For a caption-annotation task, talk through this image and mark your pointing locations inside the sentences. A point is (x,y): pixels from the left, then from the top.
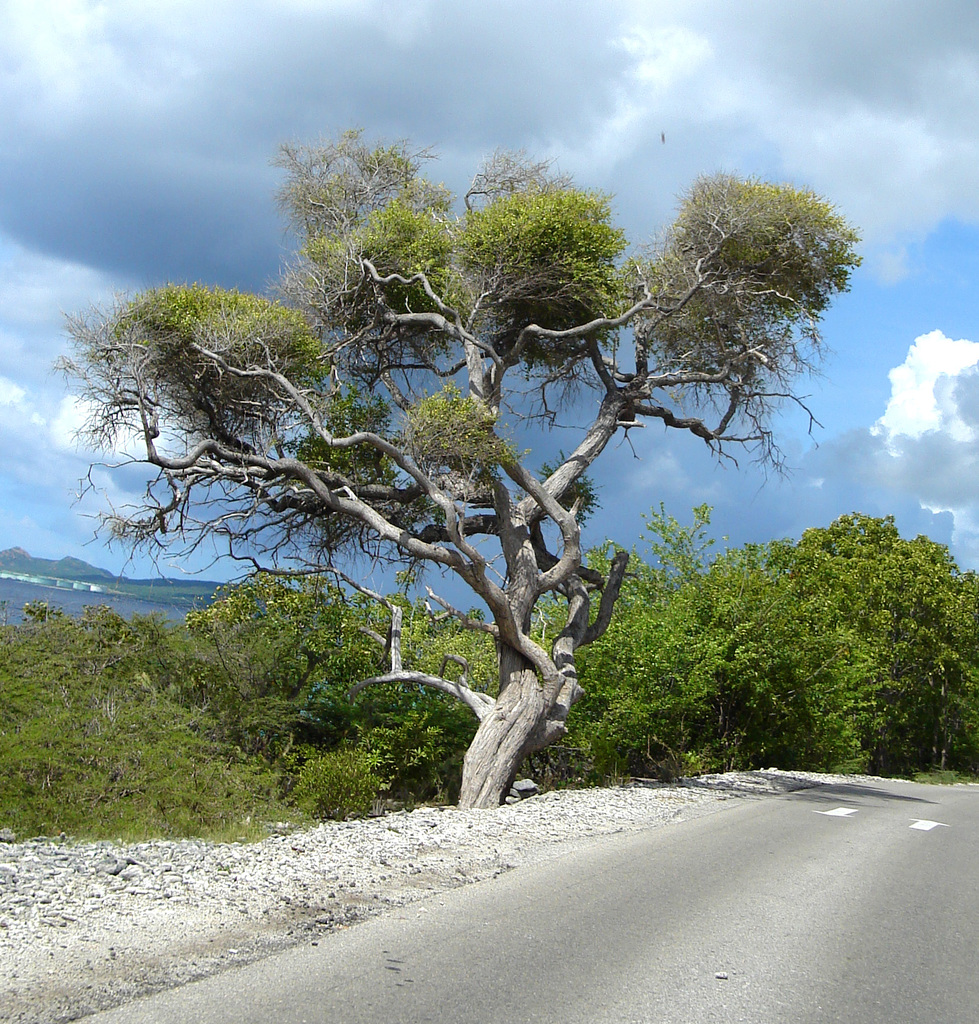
This picture shows few trees (482,762) and we see water (16,602) and a blue cloudy sky (770,129).
